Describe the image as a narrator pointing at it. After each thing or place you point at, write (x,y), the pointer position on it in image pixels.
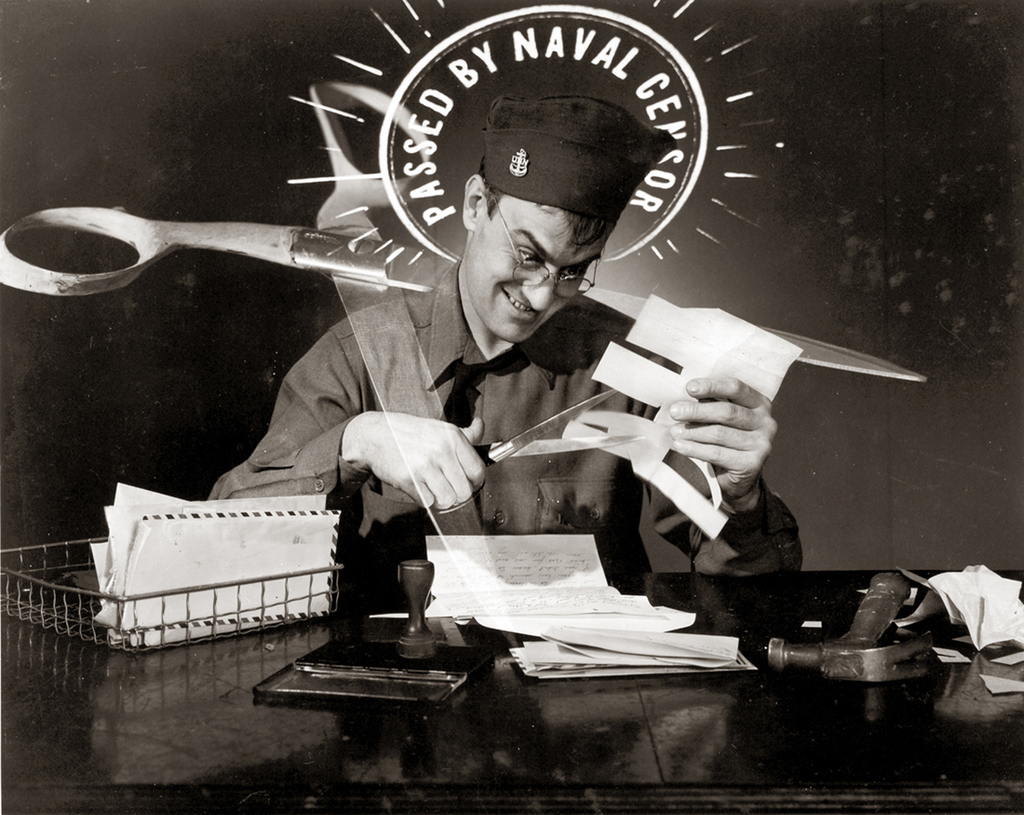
In the image we can see a person (479,419) wearing clothes (511,483), spectacles (531,275) and a cap (539,193). This person (457,406) is sitting and holding a scissor (500,452) in his one hand (458,463) and on the other hand (750,408) there is a paper (647,439). This is a tray (195,622), stamp (421,649), papers (540,645) and an object (842,646). This is a watermark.
